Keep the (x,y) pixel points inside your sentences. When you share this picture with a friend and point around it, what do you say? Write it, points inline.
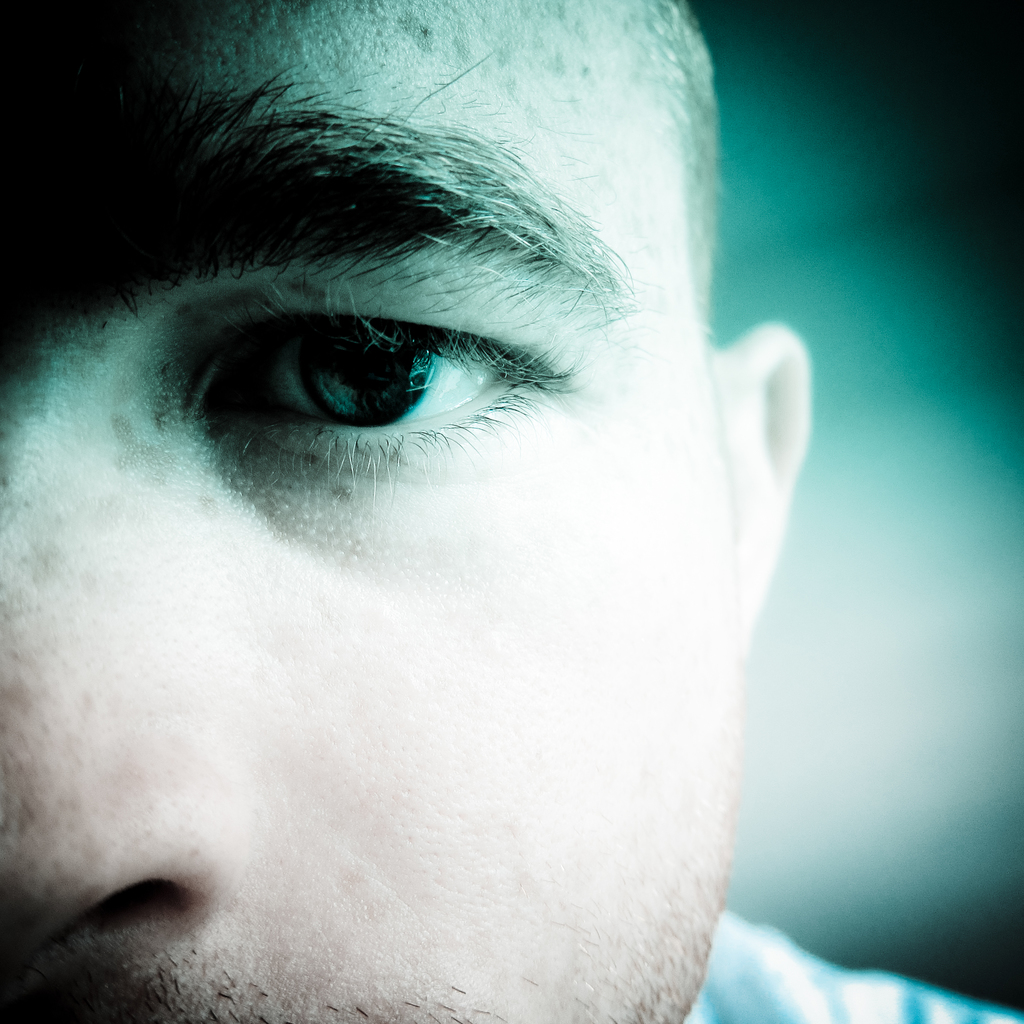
In this picture we can see a man face (533,680). In the background of the image (832,613) it is blurry.
